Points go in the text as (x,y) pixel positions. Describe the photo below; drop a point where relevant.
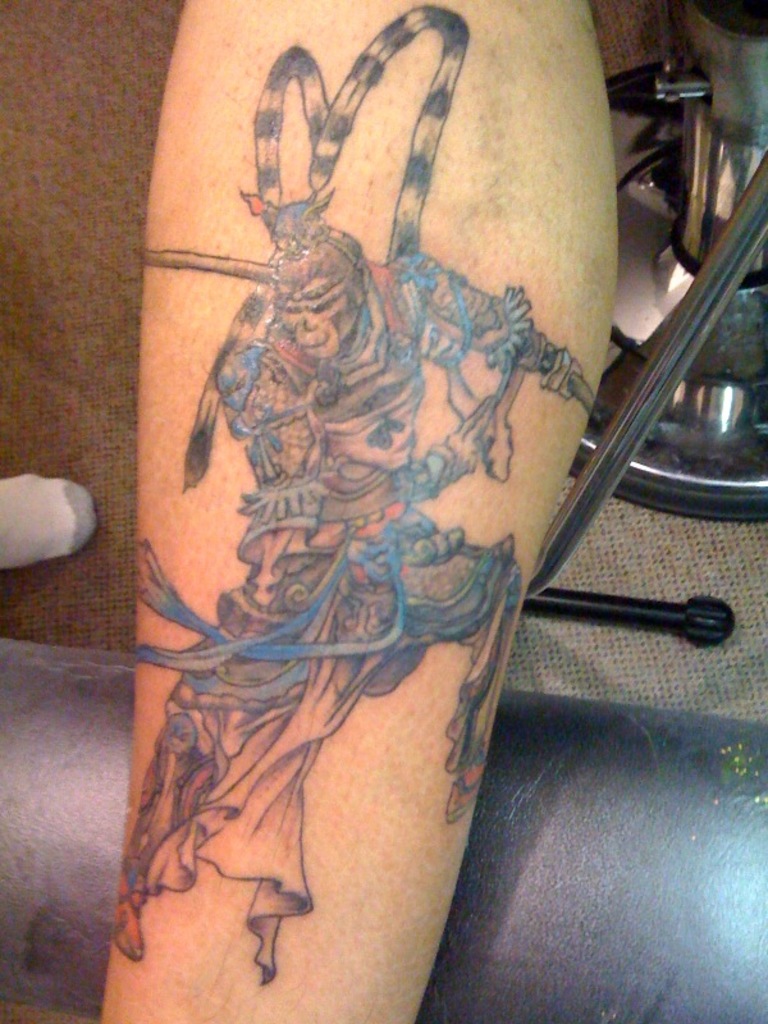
In this image I can see a tattoo (313,411) on the leg (330,352) of a person (330,613). Also there are some objects (4,812) in the background (27,655).
